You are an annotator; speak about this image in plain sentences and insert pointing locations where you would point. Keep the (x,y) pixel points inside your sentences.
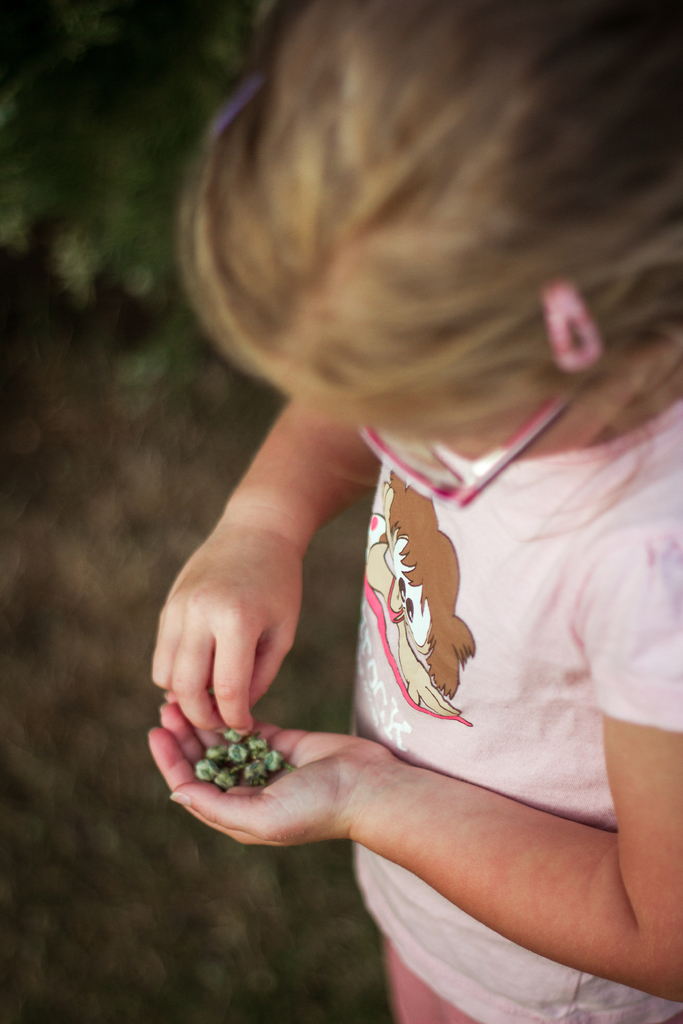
In this image we can see a girl (537,754) wearing spectacles (468,472) and dress (537,690) is holding some objects (250,778) in her hand (261,787).
